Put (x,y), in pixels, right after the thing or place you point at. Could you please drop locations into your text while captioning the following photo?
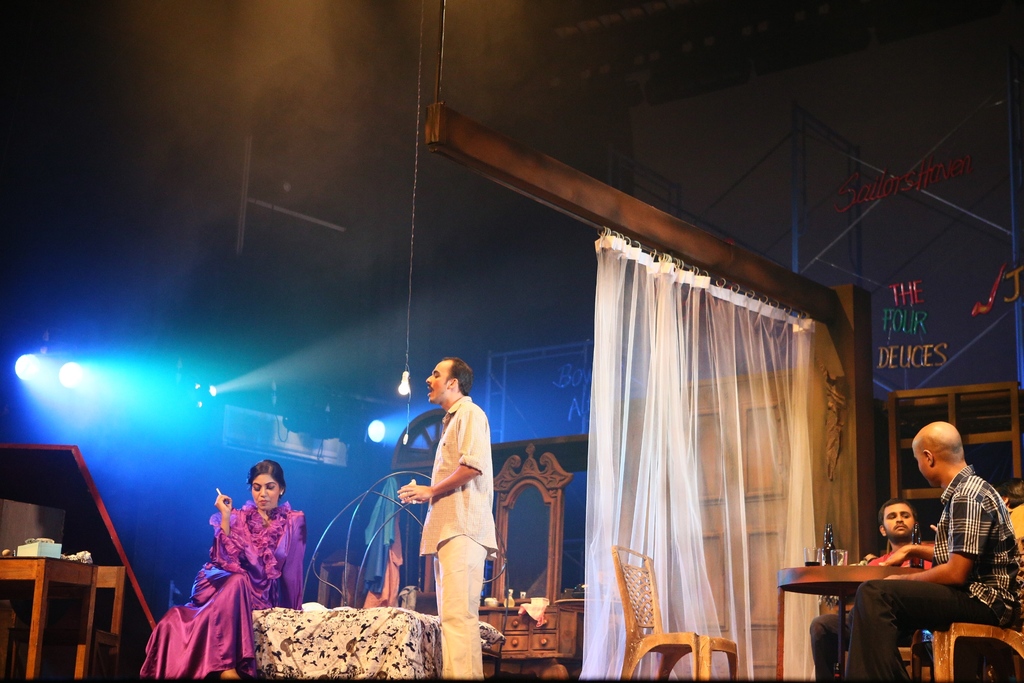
In this image in the front (898,543) there are persons (1015,505) standing and sitting and there is an empty chair (640,595). In the center (650,400) there is a curtain (690,451) which is white in colour and there is a light (410,264) hanging. In the background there are lights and there are boards (928,327) with some text (896,345) written on it. On the left side (46,581) there is stand (68,581) and on the stand (33,562) there is an object (45,554) which is white in colour.
